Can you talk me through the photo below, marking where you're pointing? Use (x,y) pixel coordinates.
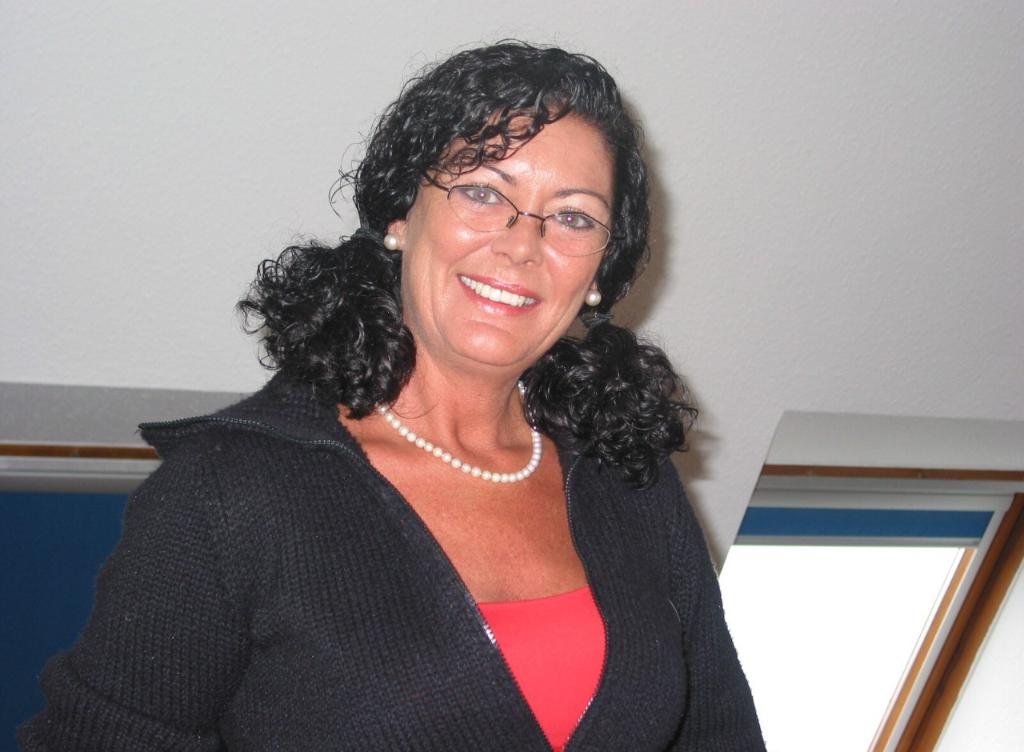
This picture seems to be clicked inside. In the foreground (433,214) there is a woman (297,557) wearing a black color jacket (311,466), spectacles (554,238), smiling and seems to be standing. In the background (802,329) we can see a white color object (75,381).
